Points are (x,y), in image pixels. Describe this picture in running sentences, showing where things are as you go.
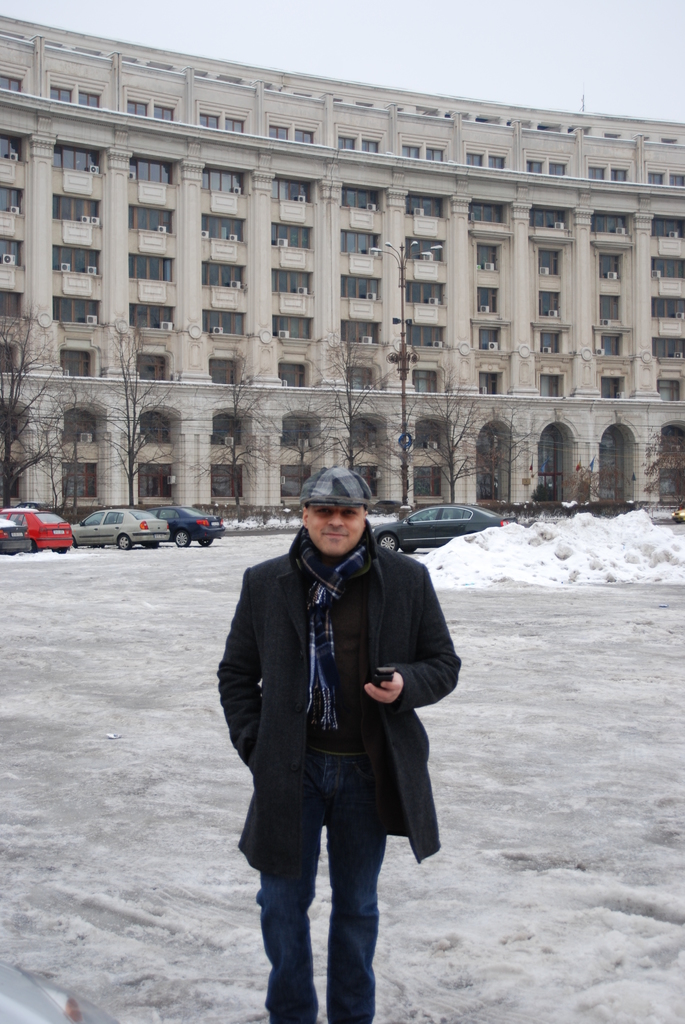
In this image, we can see a man (330,674) smiling and holding an object (386,681). In the background (630,547), we can see snow (587,574), trees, vehicles (116,527), building (443,304), walls (456,424), glass objects (427,440) and the sky (556,31).
